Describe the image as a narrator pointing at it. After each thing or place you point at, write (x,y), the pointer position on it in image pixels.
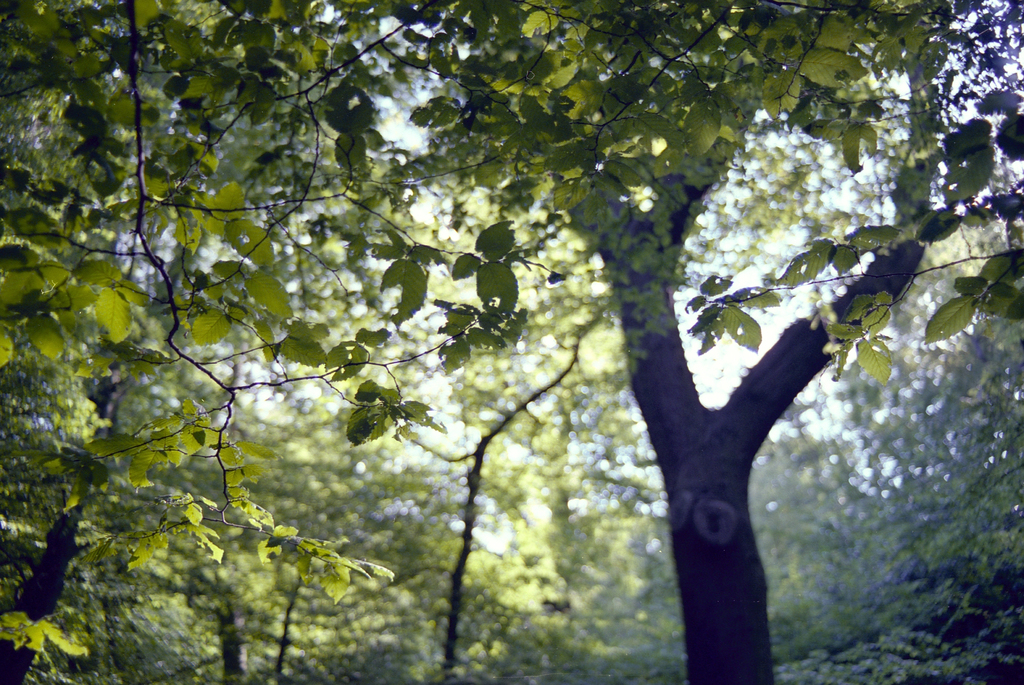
In this picture we can see many trees (296,228). On the left (35,337) we can see the leaves (109,271). In the background (721,368) there is a sky (709,374).
